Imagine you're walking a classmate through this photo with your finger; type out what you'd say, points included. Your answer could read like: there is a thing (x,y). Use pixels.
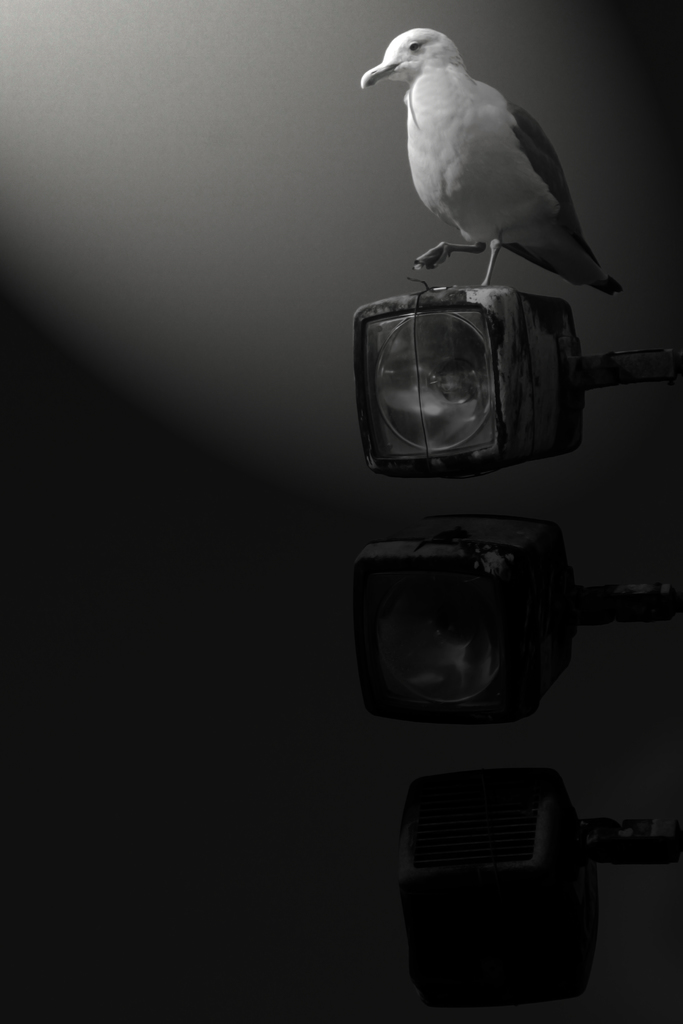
In this black and white image, it seems like a bird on a lamp (401,461).
